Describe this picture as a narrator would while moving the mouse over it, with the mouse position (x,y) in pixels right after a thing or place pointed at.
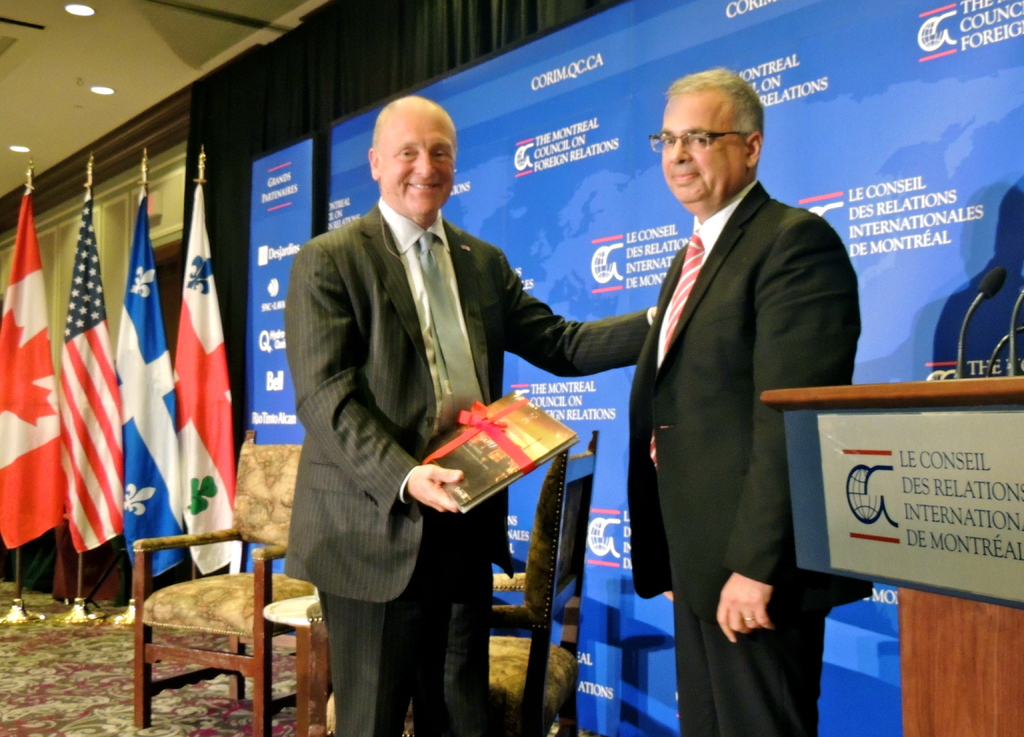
In the image there are two people (457,235) standing. In middle (443,316) there is a man (441,304) holding a book (467,472) and standing. On right side (841,408) there is a podium (973,411), on podium (973,447) we can see a microphone (988,279). On left side (213,344) there are four flags (51,434) and a chair (142,571) in background (558,183) there are hoardings (571,196) and curtain (405,16) and roof (236,52) on top (205,58).
